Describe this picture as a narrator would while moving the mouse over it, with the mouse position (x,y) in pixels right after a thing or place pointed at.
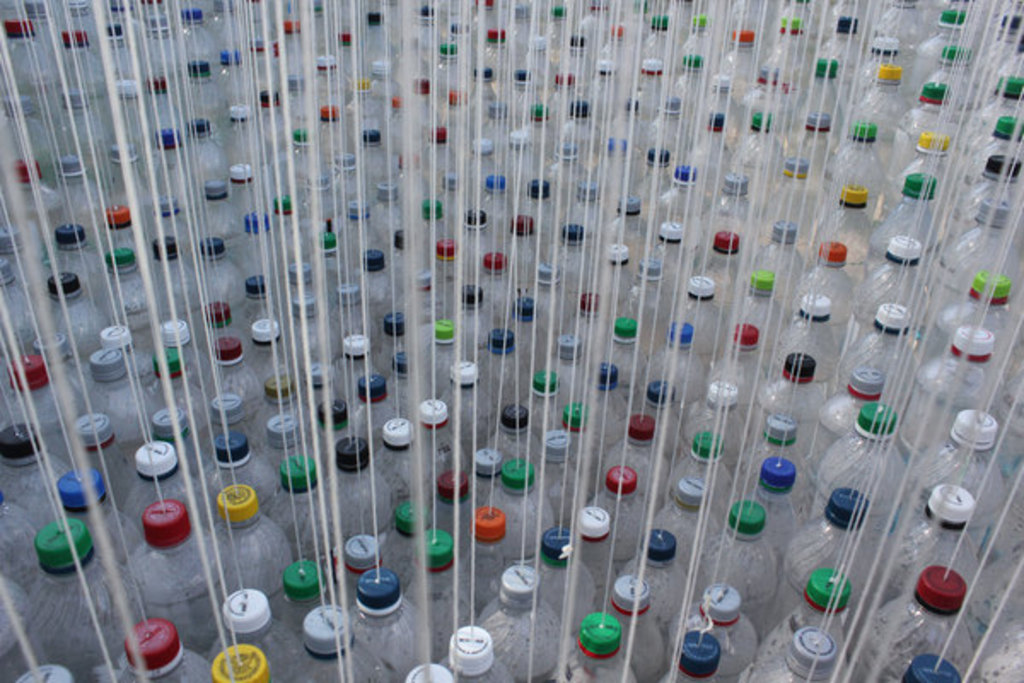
In this image I see number of bottles (302,677) and there are threads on it.
